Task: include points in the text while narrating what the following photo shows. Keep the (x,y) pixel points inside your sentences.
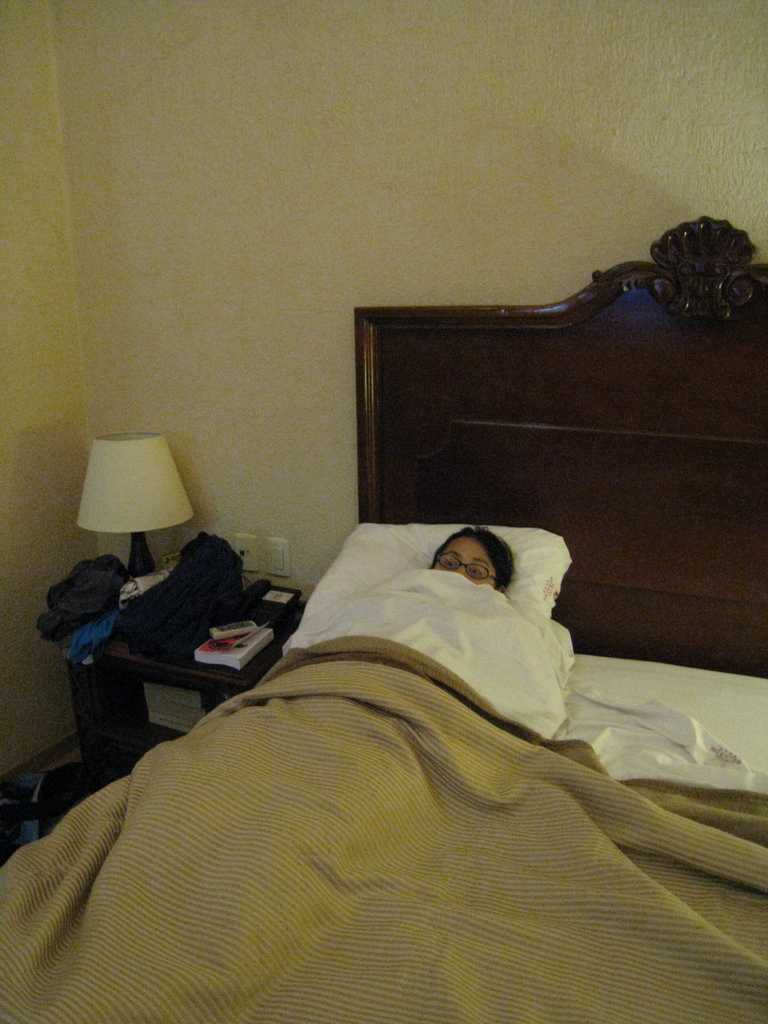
There is a woman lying on this bed (675,877). This is a table lamp (141,563) which is on the wooden table (172,674).
